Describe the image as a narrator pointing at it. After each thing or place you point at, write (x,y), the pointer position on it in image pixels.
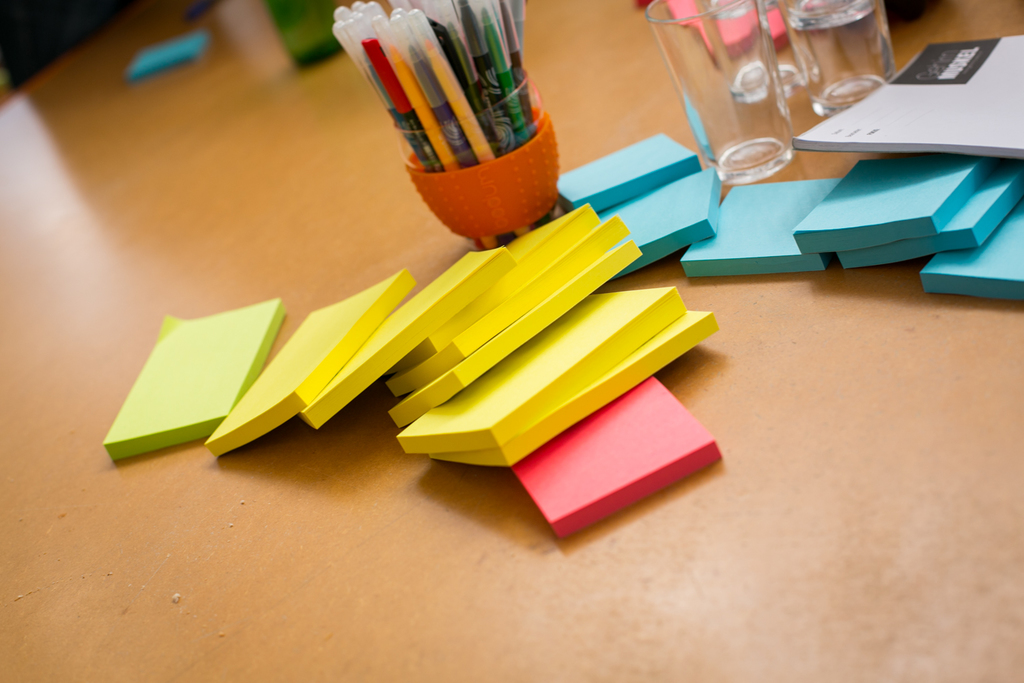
In this image, I can see the self stick notepads (626,374), glasses (766,95), pen stand (450,189) with pens (380,67) and few other things (933,129) on the table (643,541).
